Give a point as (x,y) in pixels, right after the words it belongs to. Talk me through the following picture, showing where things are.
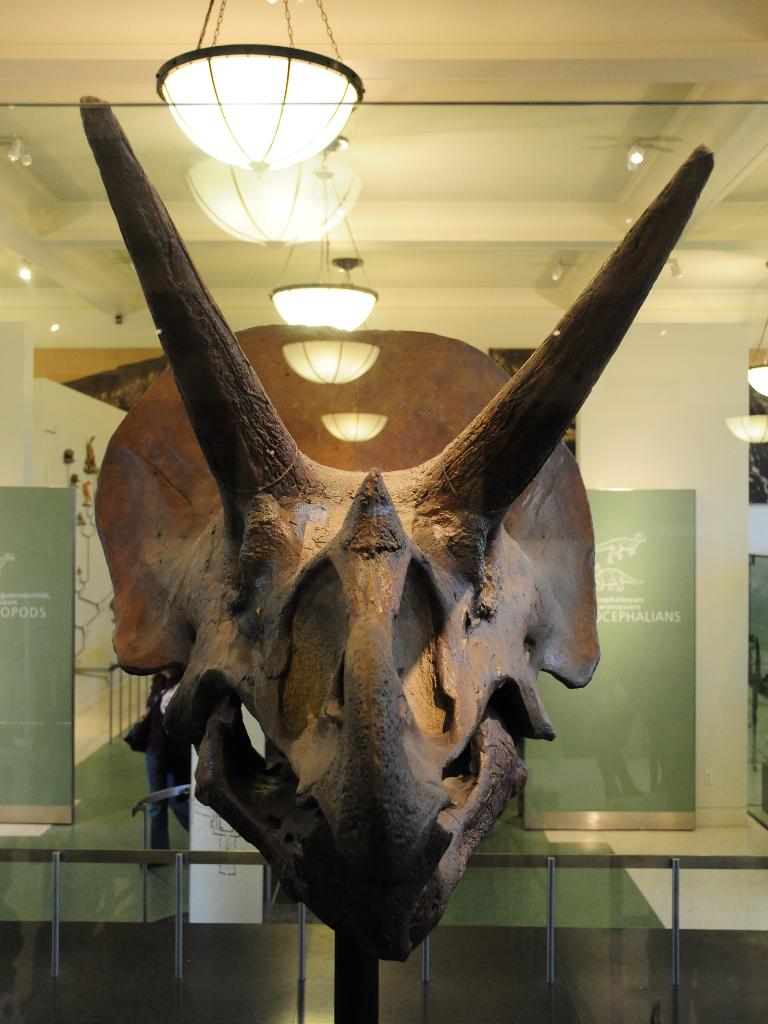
In this image in front (136,618) there is a skull (348,624) of an animal (387,641) with the horns (365,506). There are panels (604,627) behind the glass (649,874). In the background of the image (663,403) there is a wall (665,367). On top of the image (329,316) there are lights (371,301). At the bottom of the image (178,992) there is a floor (145,994).
